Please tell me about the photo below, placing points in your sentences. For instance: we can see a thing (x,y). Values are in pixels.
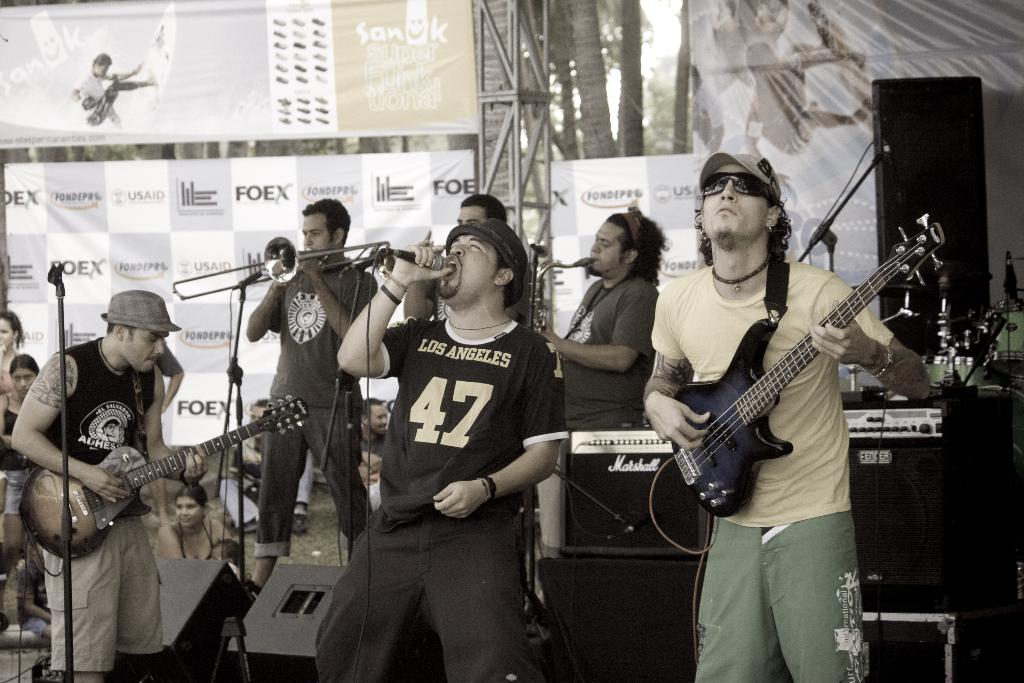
In this picture we can see group of musicians (582,332) are playing musical instruments (127,471), in the background (160,194) we can see hoardings (374,188), metal rods (516,161) and musical instruments (940,346).
